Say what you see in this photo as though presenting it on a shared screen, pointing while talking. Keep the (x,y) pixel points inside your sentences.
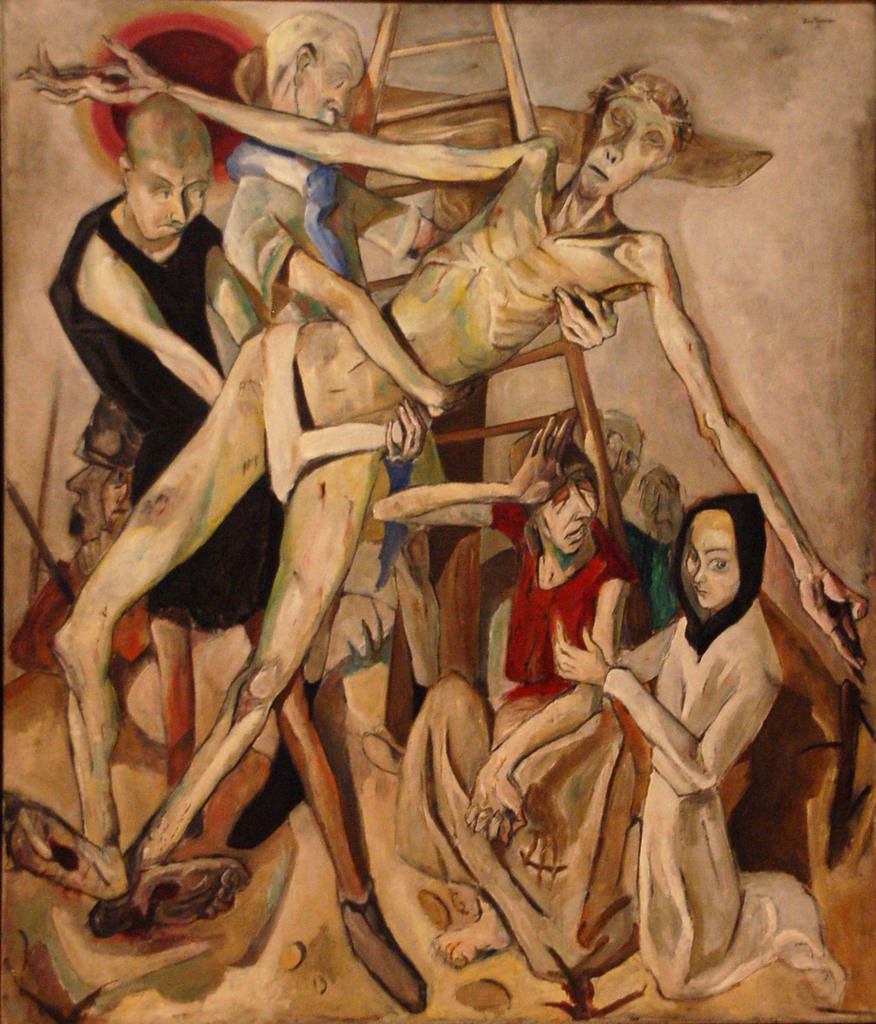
In this image we can see the painting (473,448) of some people (364,599) and a ladder (479,427).
